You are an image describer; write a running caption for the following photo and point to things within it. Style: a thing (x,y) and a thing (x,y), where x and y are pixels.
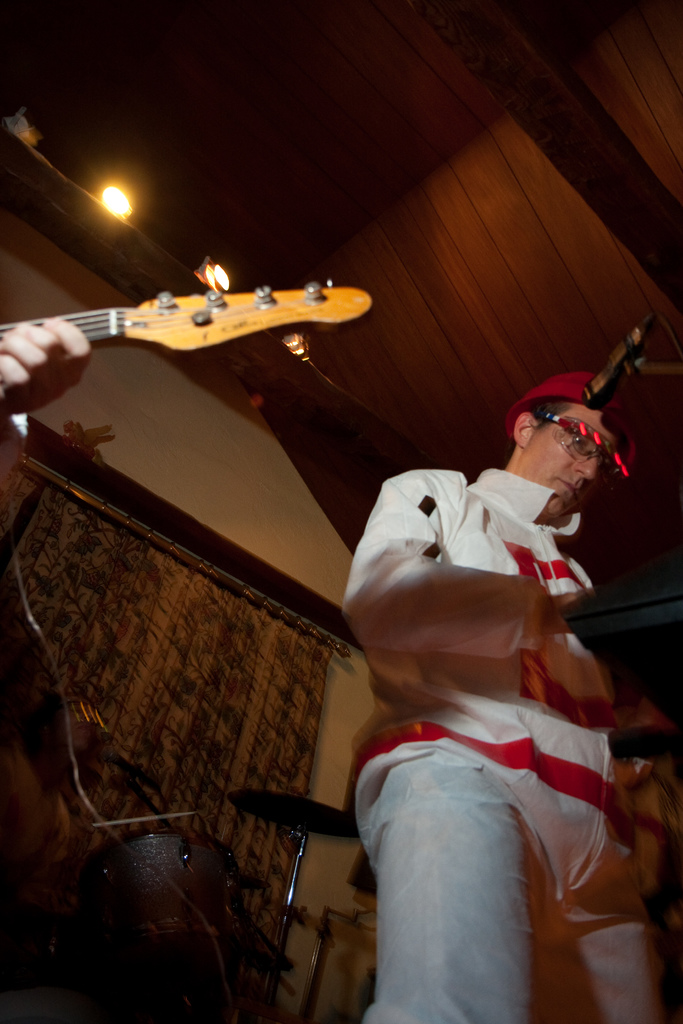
In this image I can see two people (38,360) playing the musical instruments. In the background (149,840) I can see few more musical instruments (170,844) and the curtain (98,662). I can see the light (105,199) at the top (105,208).
